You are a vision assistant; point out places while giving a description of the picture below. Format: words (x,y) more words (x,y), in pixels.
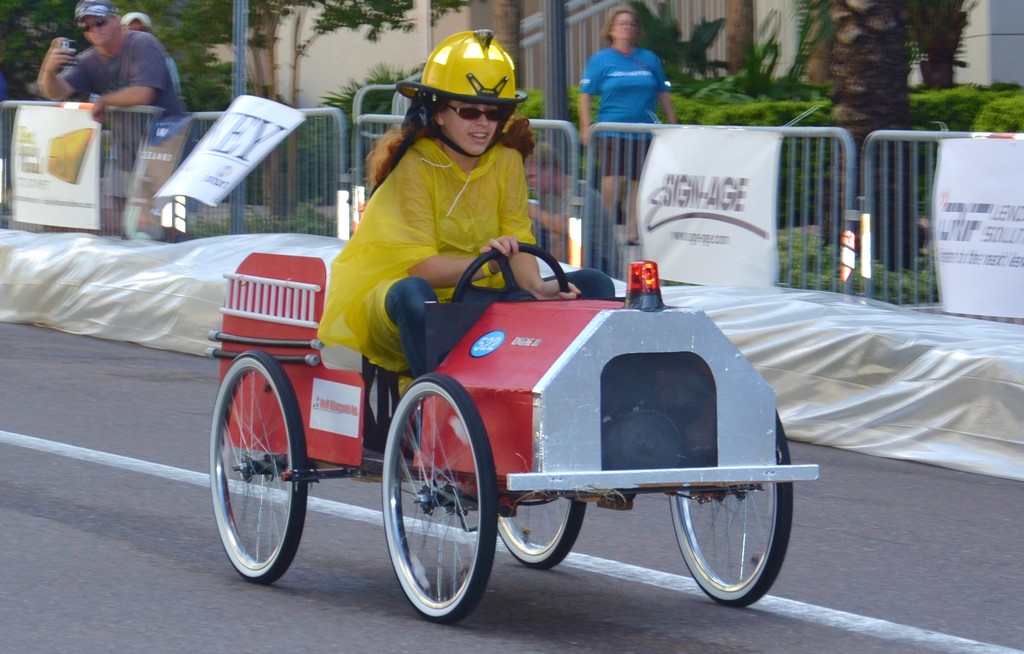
In this image, there are a few people (444,139). Among them, we can see a person (417,294) riding a vehicle (432,443). We can see the ground (138,622). We can see the fence (196,126). We can see some cover (1001,332). There are a few trees (852,117), plants (769,115). We can see some poles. We can see the railing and the wall (393,59). There a few boards (91,161) with some images (50,147) and text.
